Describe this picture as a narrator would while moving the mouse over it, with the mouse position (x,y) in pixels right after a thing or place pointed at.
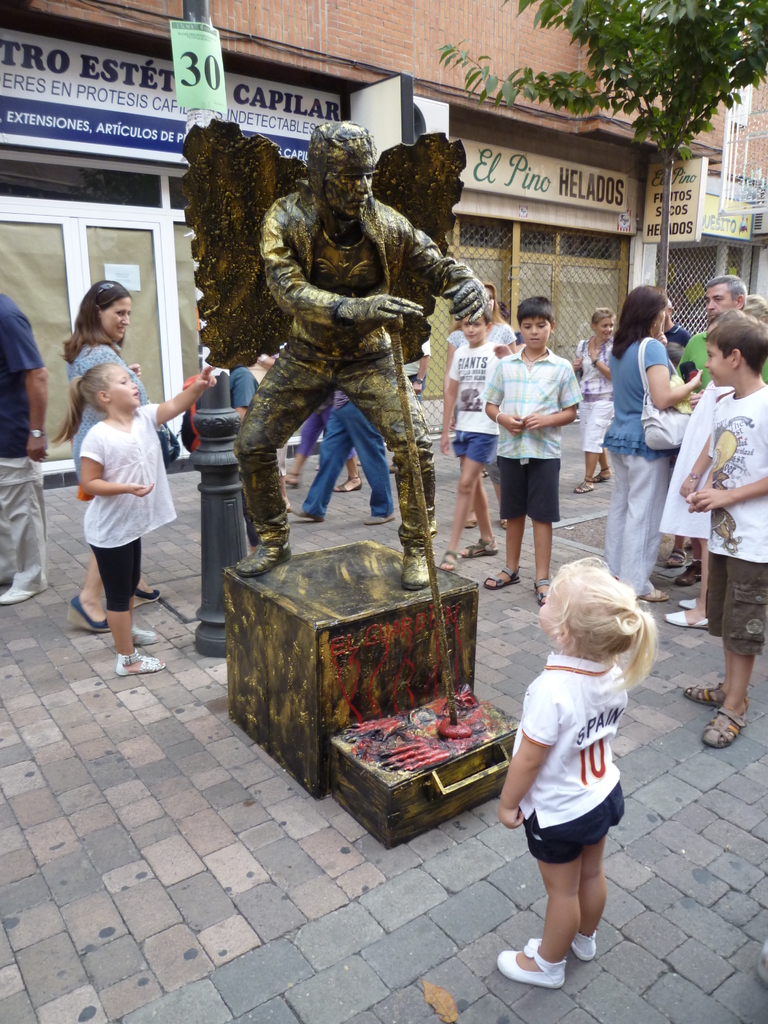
This picture is clicked outside. In the center (499,379) we can see the group of persons (496,436) standing on the pavement (300,843) and we can see the sculpture (372,259) of a person (349,306), holding a stick (404,413) and standing and we can see the sculptures (261,329) of some objects (444,155). In the background (247,9) we can see the tree (684,40), metal rods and the text (689,198) on the boards (58,70) which are attached to the buildings (625,122) and we can see some other objects (727,182).
